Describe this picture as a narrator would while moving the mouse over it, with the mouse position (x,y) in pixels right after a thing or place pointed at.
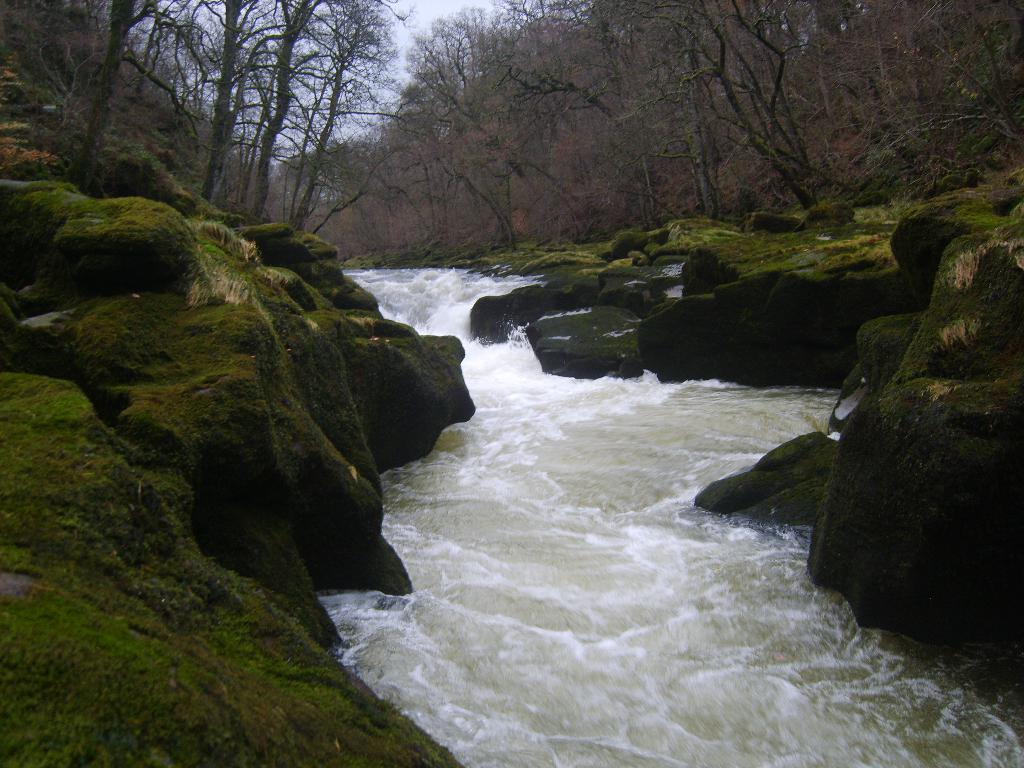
In this image we can see water (487,472) in between the rocks (866,428), there we can see few trees (536,148), grass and the sky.
